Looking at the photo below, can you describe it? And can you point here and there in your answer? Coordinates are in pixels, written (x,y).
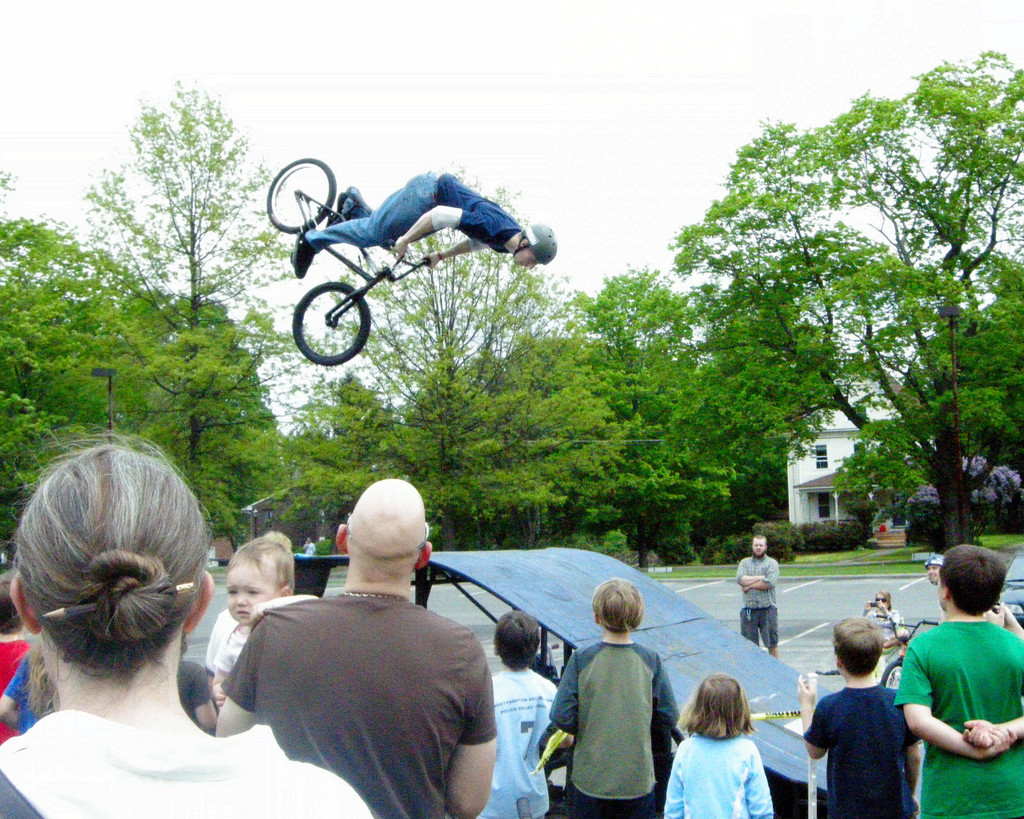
Here a man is jumping with cycle (305,169) all around are observing him there are trees (180,362) at here and a sky (714,181) at the top (714,181).
